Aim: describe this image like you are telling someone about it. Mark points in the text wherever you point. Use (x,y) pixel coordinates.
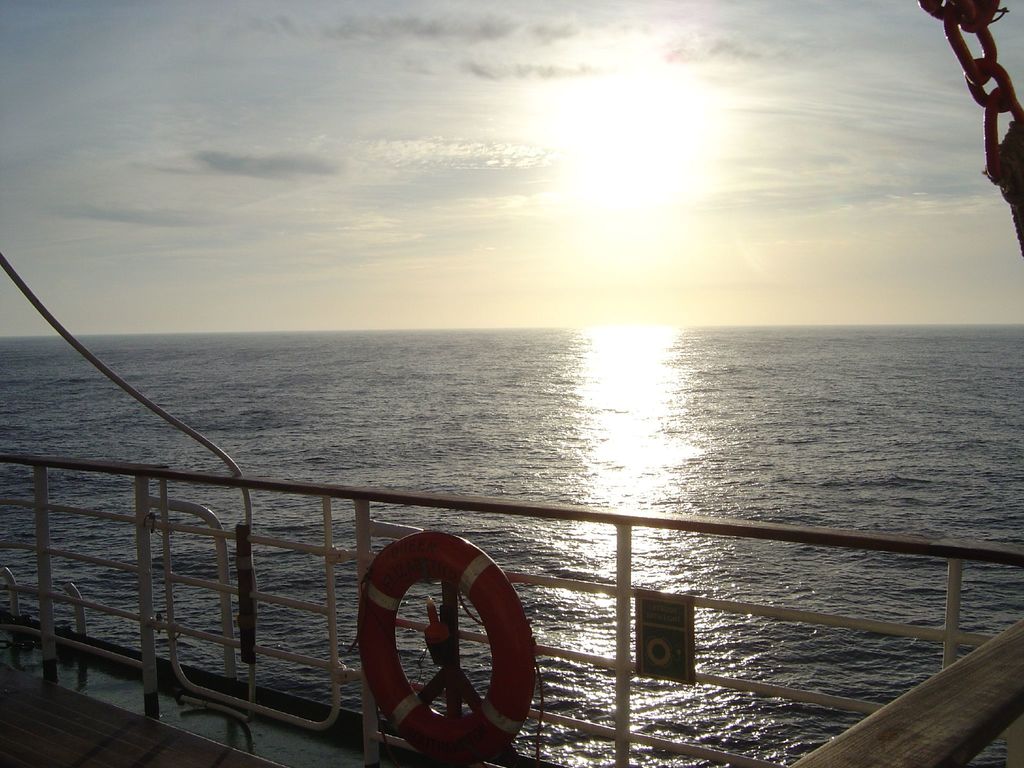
In this image we can see the water (468,467) and there is an object (350,674) which looks like a handrail (959,582) of a ship (920,695) and we can see a tube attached to the handrail (39,494) and at the top (477,245) we can see the sky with the sunlight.
